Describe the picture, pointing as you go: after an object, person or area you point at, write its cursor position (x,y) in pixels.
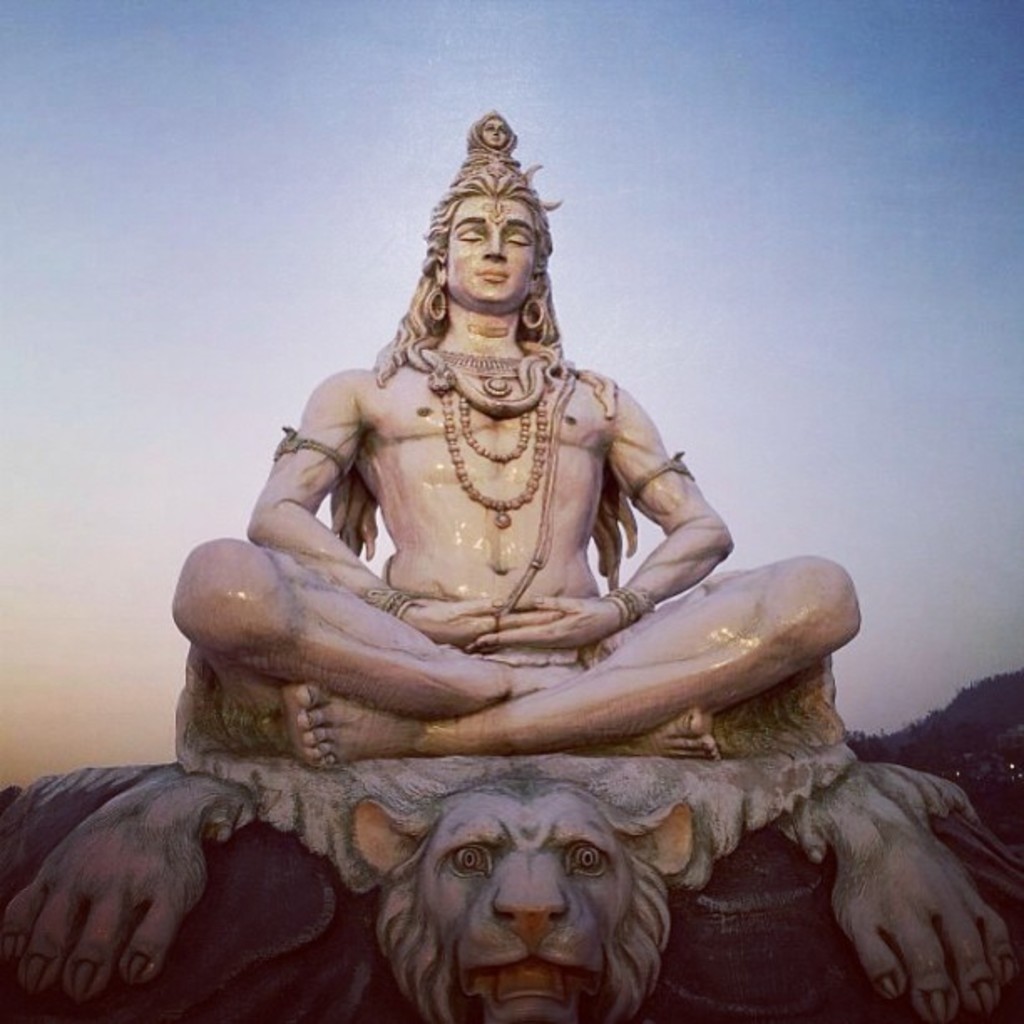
In the picture we can see a sculpture (696,744) of Lord Shiva (498,263) sits on the lion base (386,771) and the sculpture (582,521) which is shining and in the background (114,676) we can see a sky (942,361).
